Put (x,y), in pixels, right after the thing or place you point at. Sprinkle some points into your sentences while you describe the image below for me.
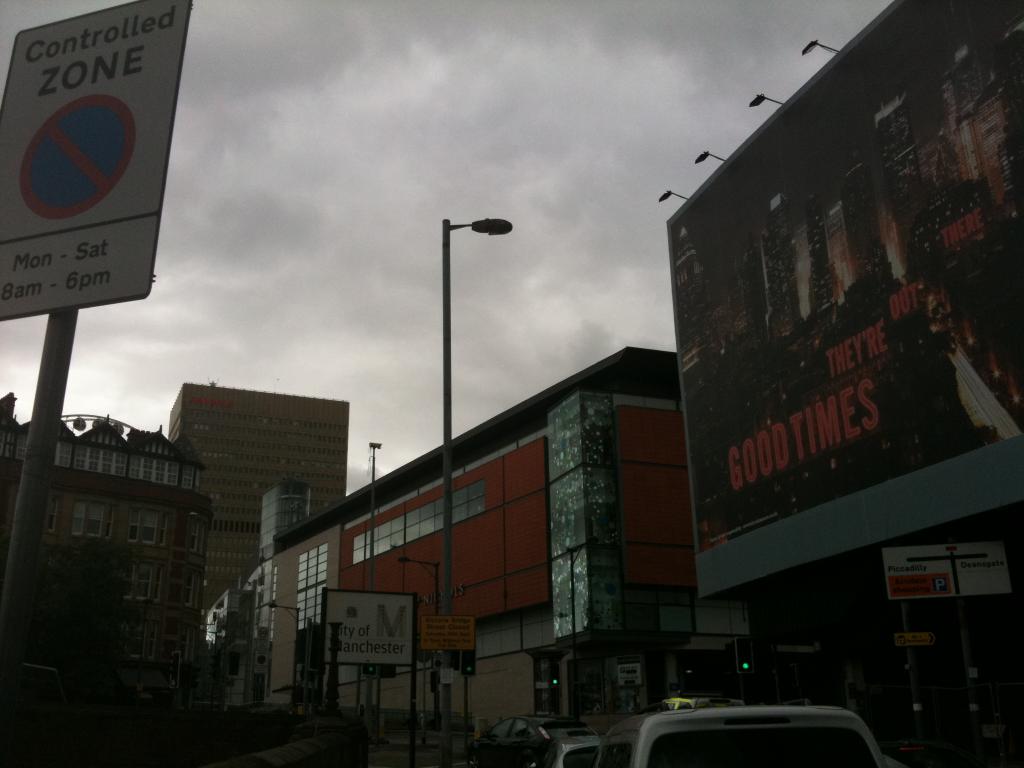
We can see vehicles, boards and lights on poles (369,681), hoarding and buildings (553,641), above the hoarding (1019,195) we can see lights (820,46) and we can see sky (144,305) with clouds (83,316).
